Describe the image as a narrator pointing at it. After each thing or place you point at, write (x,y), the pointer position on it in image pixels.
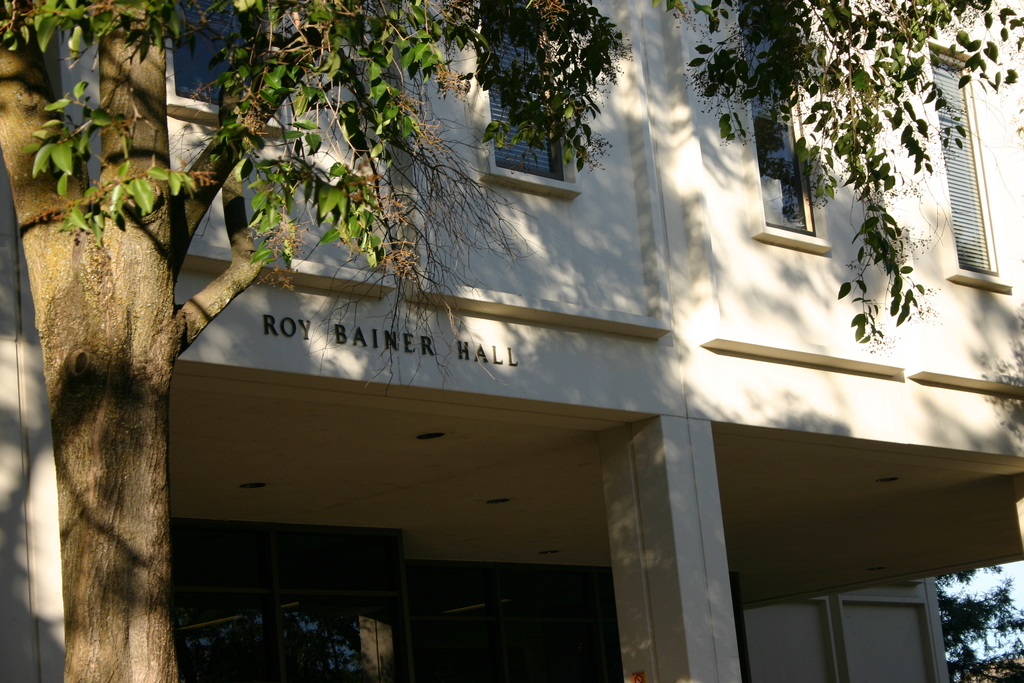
In this image we can see the building (682,152) with the windows (940,117). We can also see the trees (792,72). Some part of the sky (1013,577) is also visible.
